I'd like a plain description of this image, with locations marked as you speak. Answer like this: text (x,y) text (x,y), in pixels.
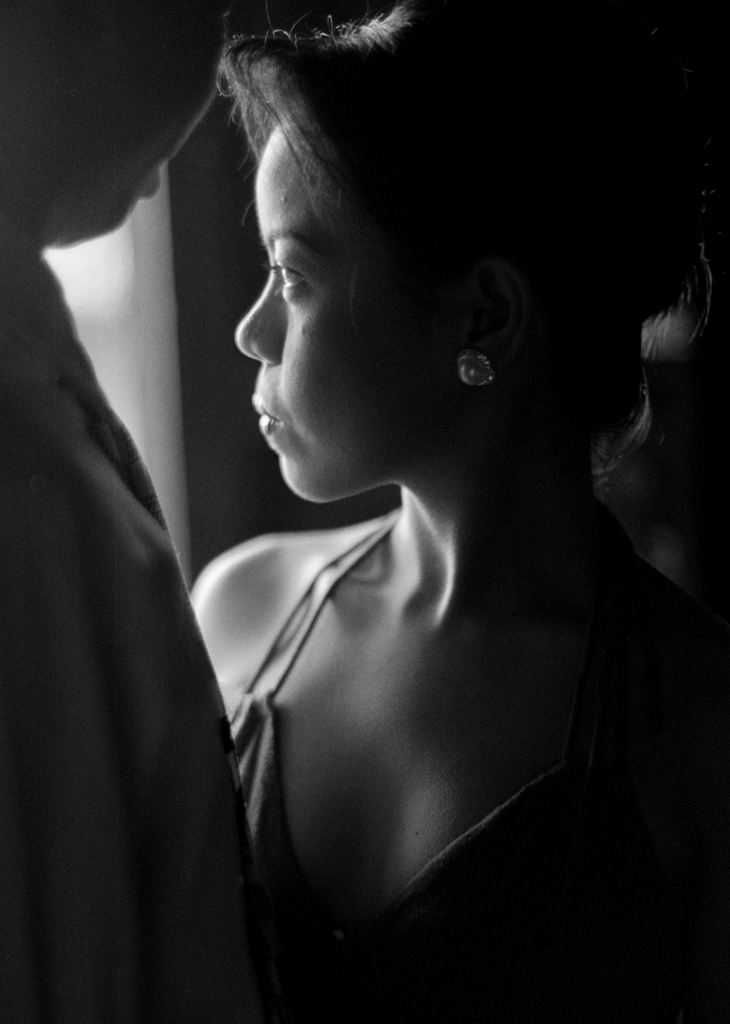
This is the picture of a black and white image and we can see a woman (559,430) and a man (86,22) are standing.
